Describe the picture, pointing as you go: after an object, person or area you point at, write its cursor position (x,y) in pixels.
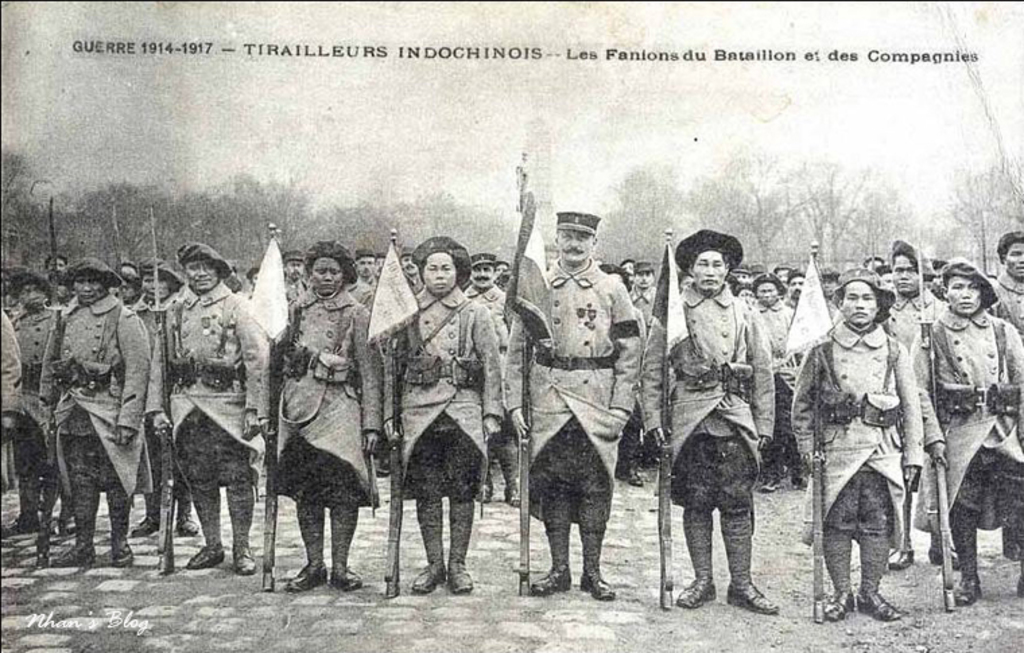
In this image I can see a group of people (1015,241) are standing on the road (460,616) and are holding guns (665,527) in their hand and flags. In the background (232,204) I can see trees (274,204), the sky (365,105) and a text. This image is taken may be in the forest (81,255).
